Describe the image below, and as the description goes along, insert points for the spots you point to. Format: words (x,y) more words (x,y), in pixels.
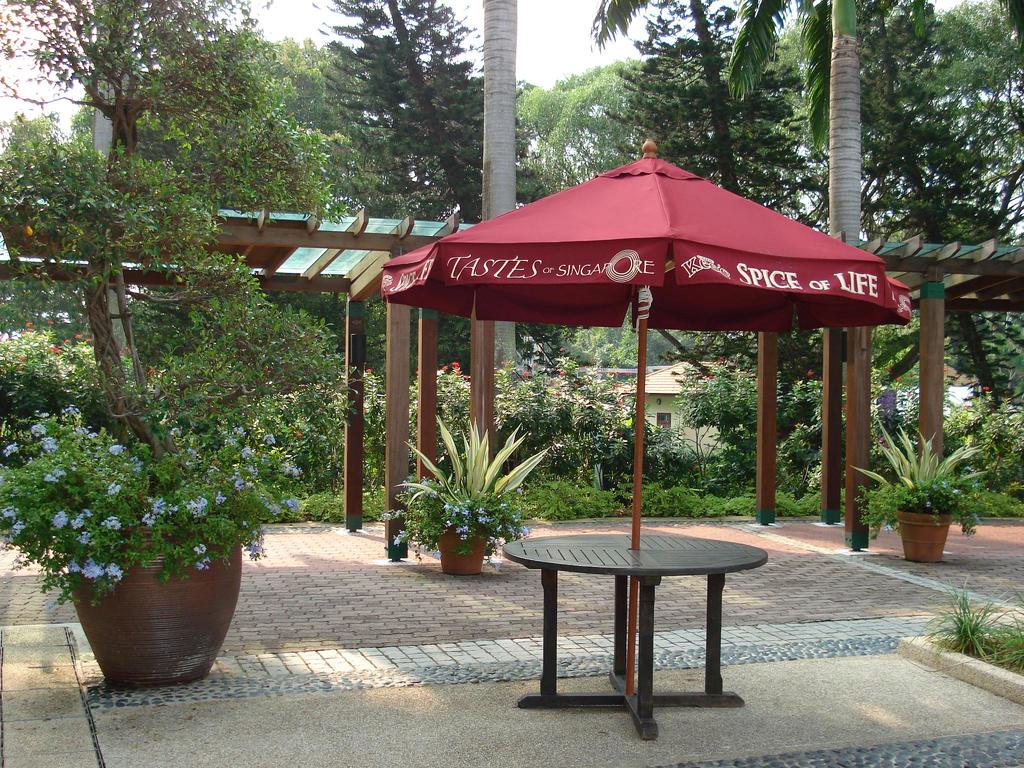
In this image I see a table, few plants (204,486) in the pots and I see lot of trees (275,397).
